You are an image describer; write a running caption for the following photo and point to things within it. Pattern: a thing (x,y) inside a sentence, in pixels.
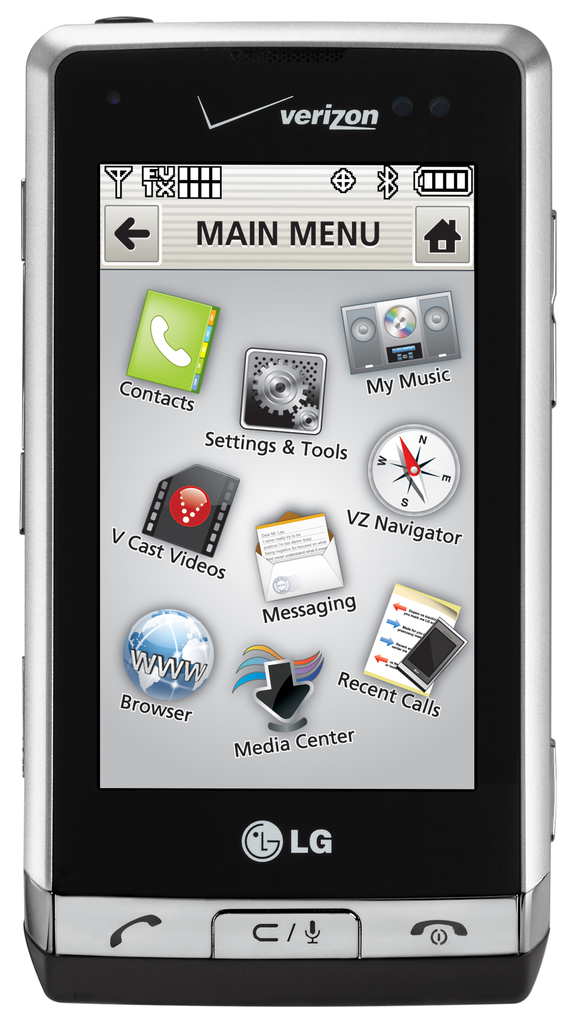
In this image I can see the mobile (206,687) which is in black and silver color. In the mobile (168,572) I can see many different apps (193,549) and I can also see the name LG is written on it. And there is a white background (225,1011).
